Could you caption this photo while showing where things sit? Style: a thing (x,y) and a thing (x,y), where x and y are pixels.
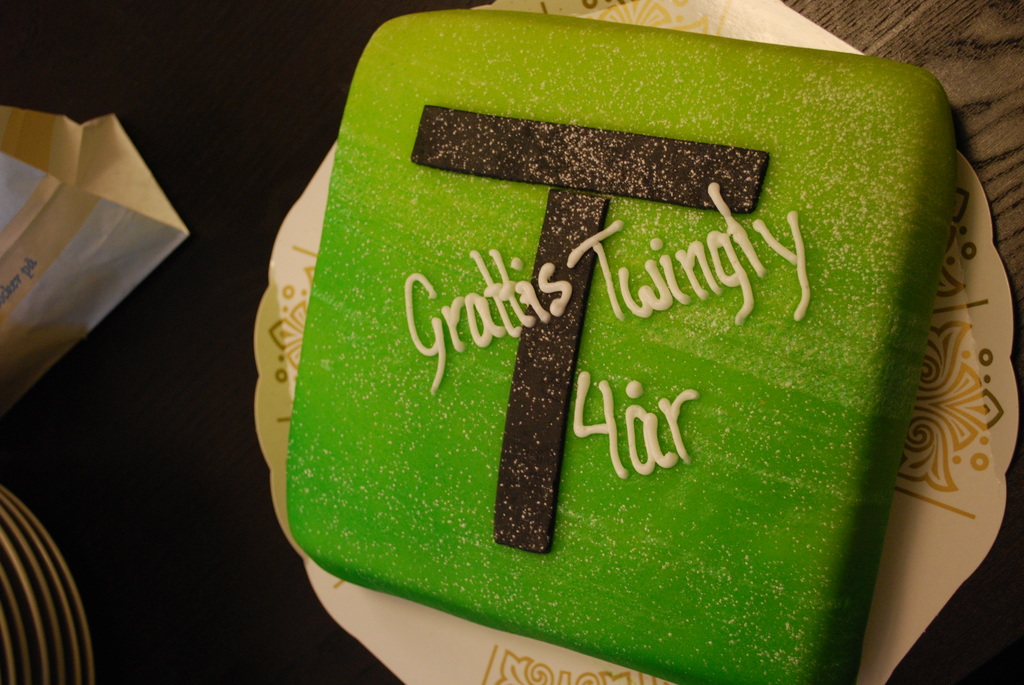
There is a green color cake (902,296) on the paper plate (969,467). At the bottom of the image (248,477) there is table (972,612). To the left side of the image (25,329) there are few objects (31,249).
